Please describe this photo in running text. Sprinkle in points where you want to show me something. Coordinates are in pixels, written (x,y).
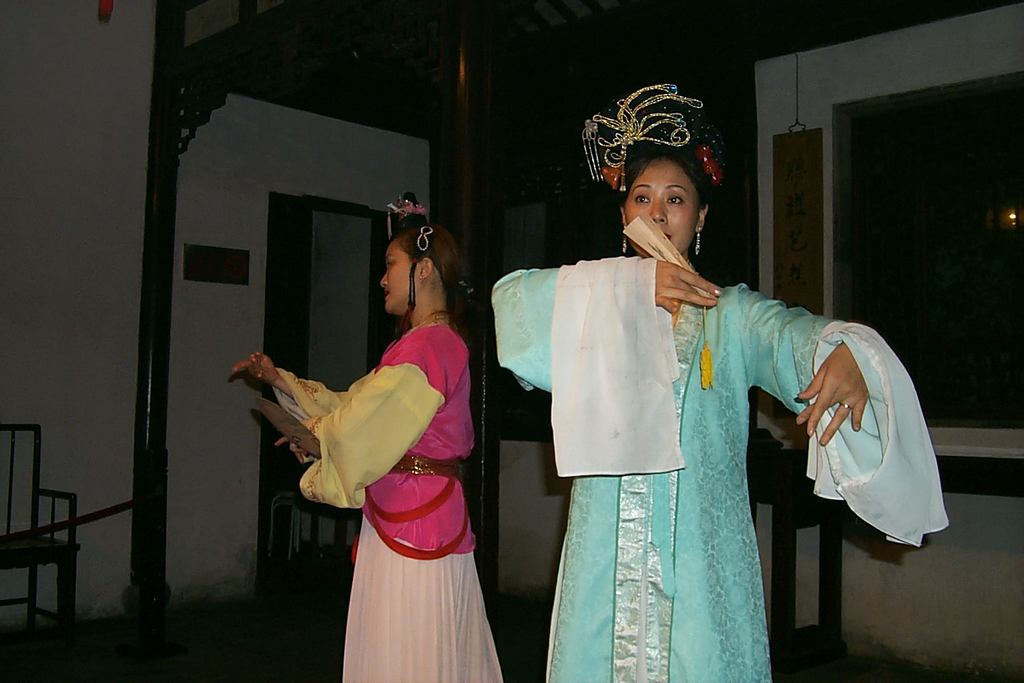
In this picture there are two girls (396,267) in the center of the image (456,353), they are dancing and there is a chair (11,548) on the left side of the image (28,548), there is a door (295,466) in the background area of the image (317,369) and there is a window (847,179) on the right side of the image (901,239).
